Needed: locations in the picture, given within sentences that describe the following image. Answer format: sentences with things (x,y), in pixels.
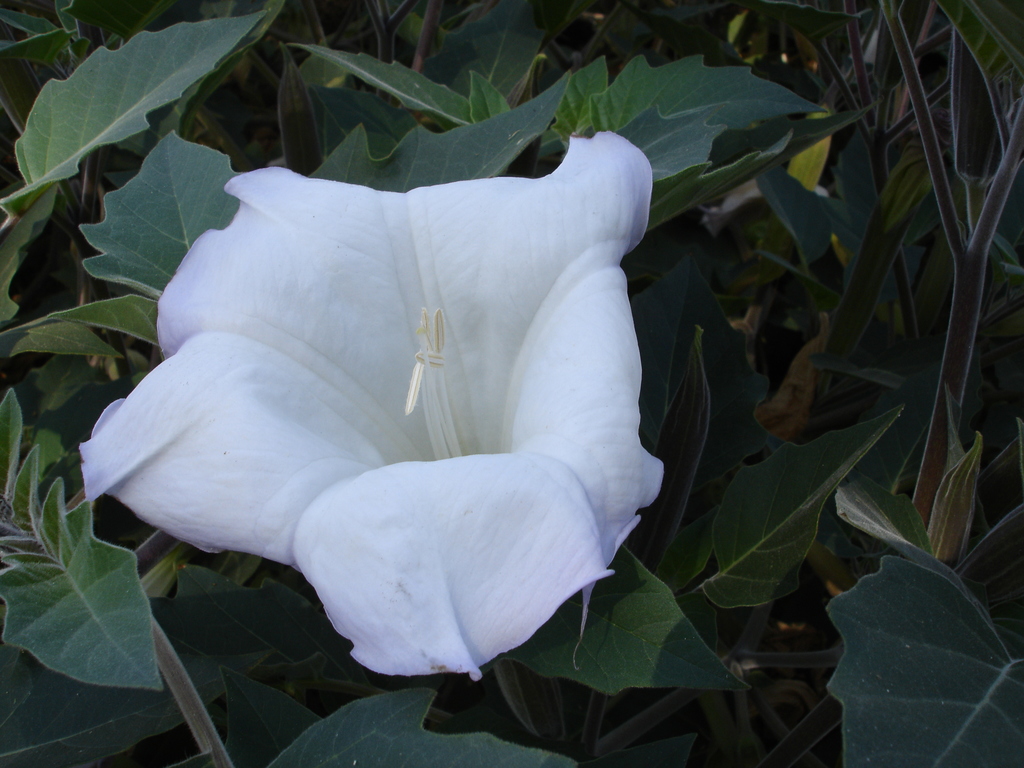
In this image we can see many plants (389,726). There is a flower (457,398) to a plant (383,740).
